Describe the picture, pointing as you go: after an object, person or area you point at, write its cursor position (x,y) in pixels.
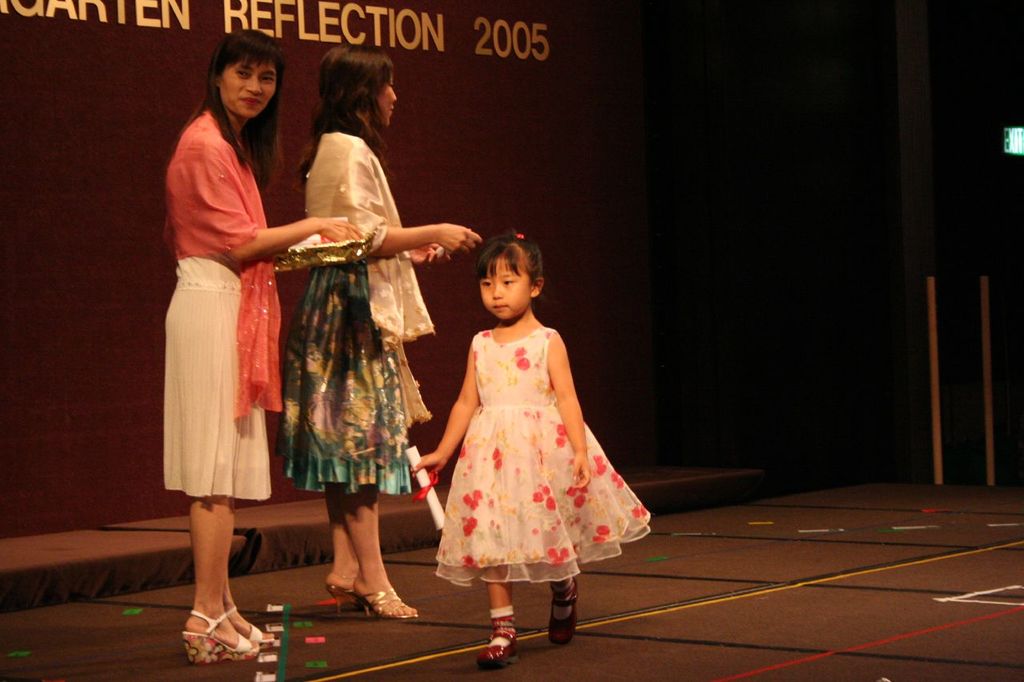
In this picture, we see two women (357,240) are standing. The woman (248,254) on the left side (233,199) is holding something in her hands (313,230) and she is smiling. Beside them, we see a girl (529,494) in the white frock (495,403) is walking and she is holding the papers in her hand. In the background (479,138), we see a brown wall (569,96) with some text (373,12) written on it. On the right side (934,320), we see the poles (937,362) and an exit board (1012,138) in green color. In the background (860,162), it is black in color. This picture might be clicked in a program.
